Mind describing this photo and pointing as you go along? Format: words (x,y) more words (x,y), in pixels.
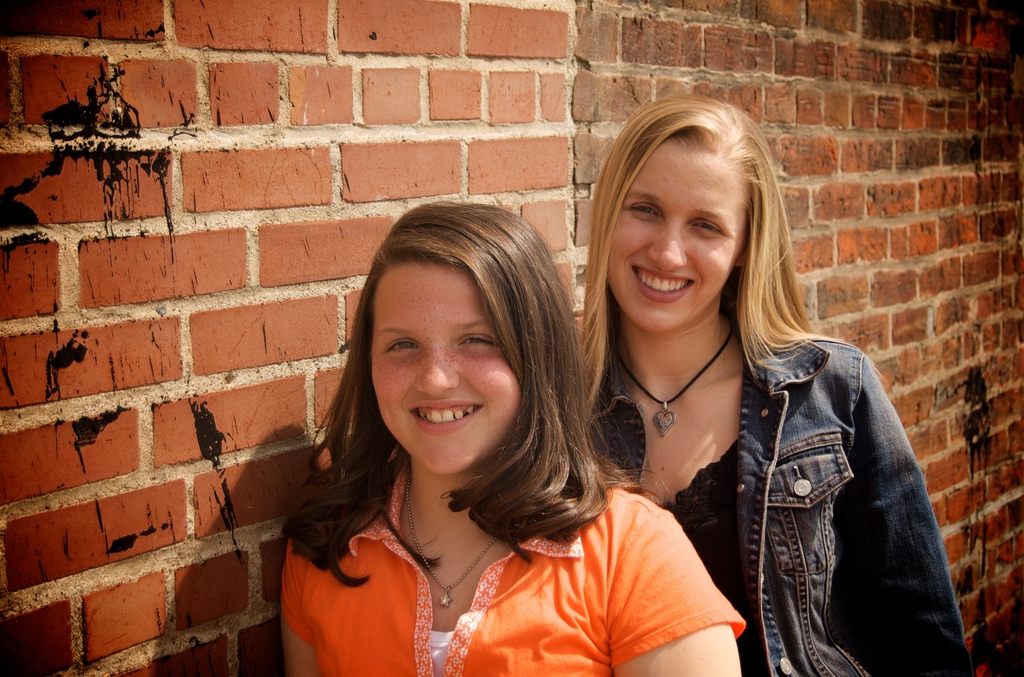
There are two women (583,479) standing and smiling and we can see wall (600,115).
